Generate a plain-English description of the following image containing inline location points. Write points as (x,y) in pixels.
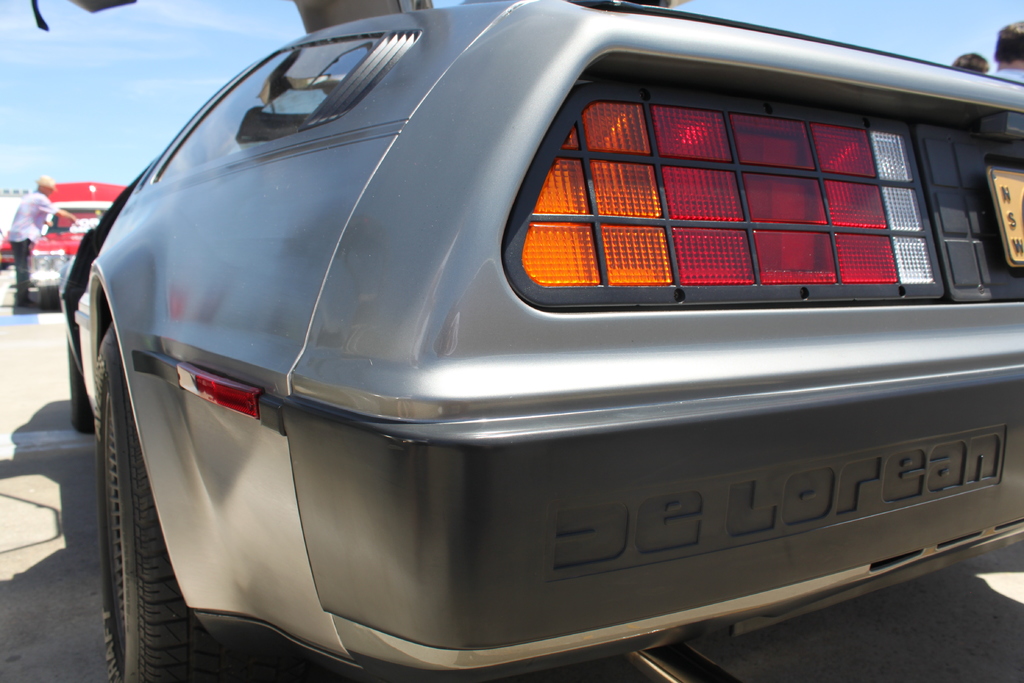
In the foreground (443,133) we can see a car (328,280). On the left (46,226) we can see cars (59,231) and a person (23,213). At the top (145,51) there is sky (912,27). On the right (1009,52) we can see person's head (1002,66).
